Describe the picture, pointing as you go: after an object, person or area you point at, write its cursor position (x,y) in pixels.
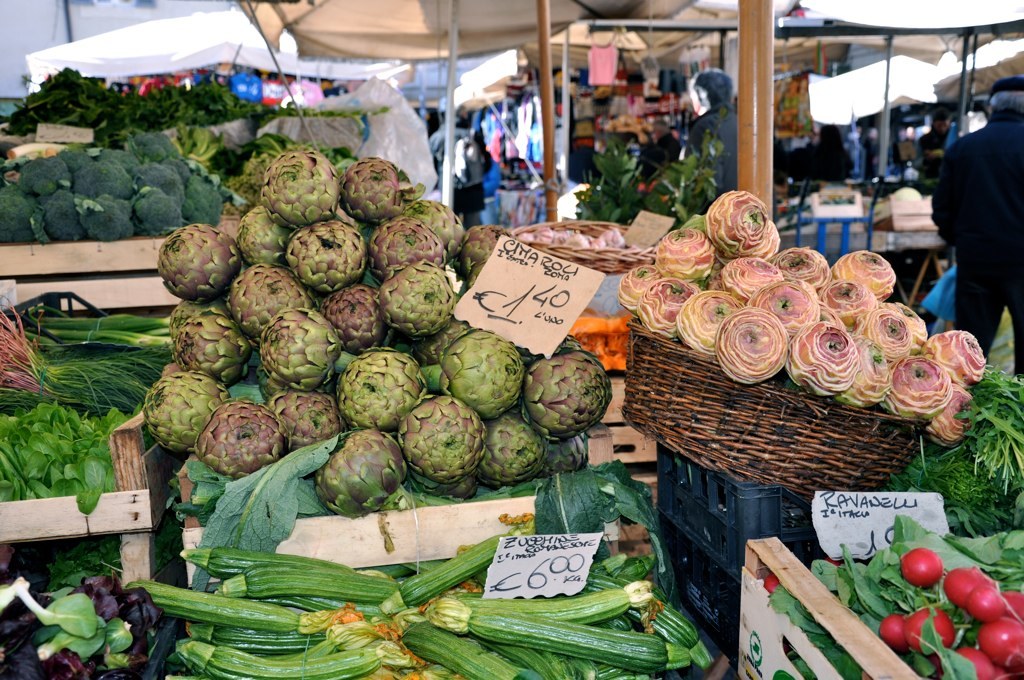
In this image there are baskets (718,410). There are fruits (481,374) and vegetables (305,610) in the baskets (129,253). There are small boards (532,301) with text (546,544) in the baskets (807,529). At the top (239,58) there are tents (269,2). There are few people (971,182) in the image.
